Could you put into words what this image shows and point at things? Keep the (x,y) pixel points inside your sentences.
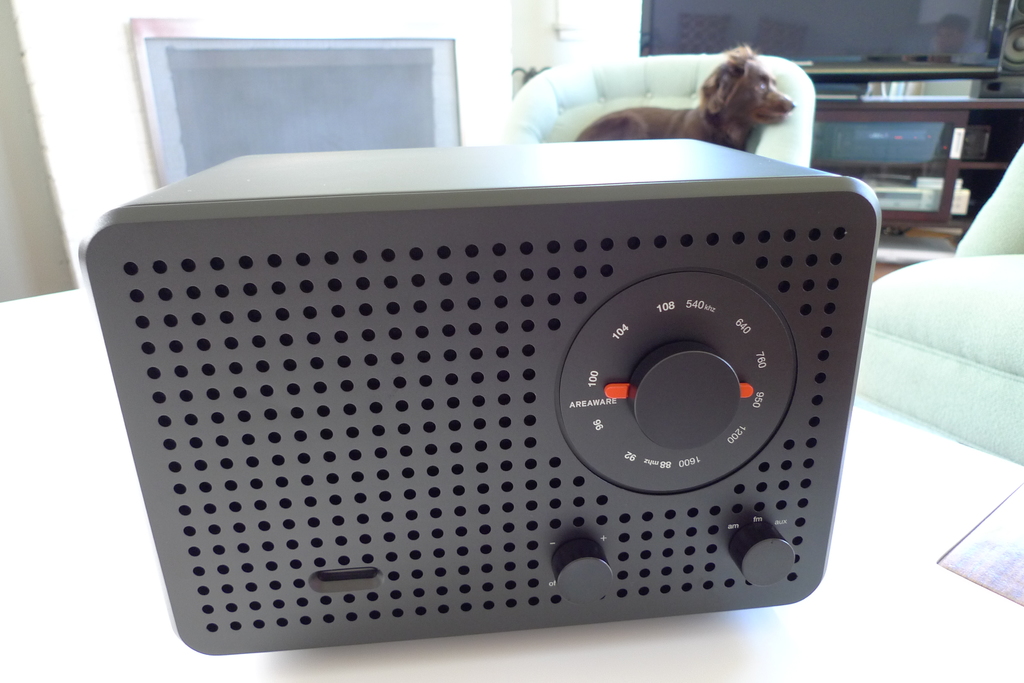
In this picture we can see a device (534,478) on the platform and in the background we can see a dog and some objects (1012,2).
